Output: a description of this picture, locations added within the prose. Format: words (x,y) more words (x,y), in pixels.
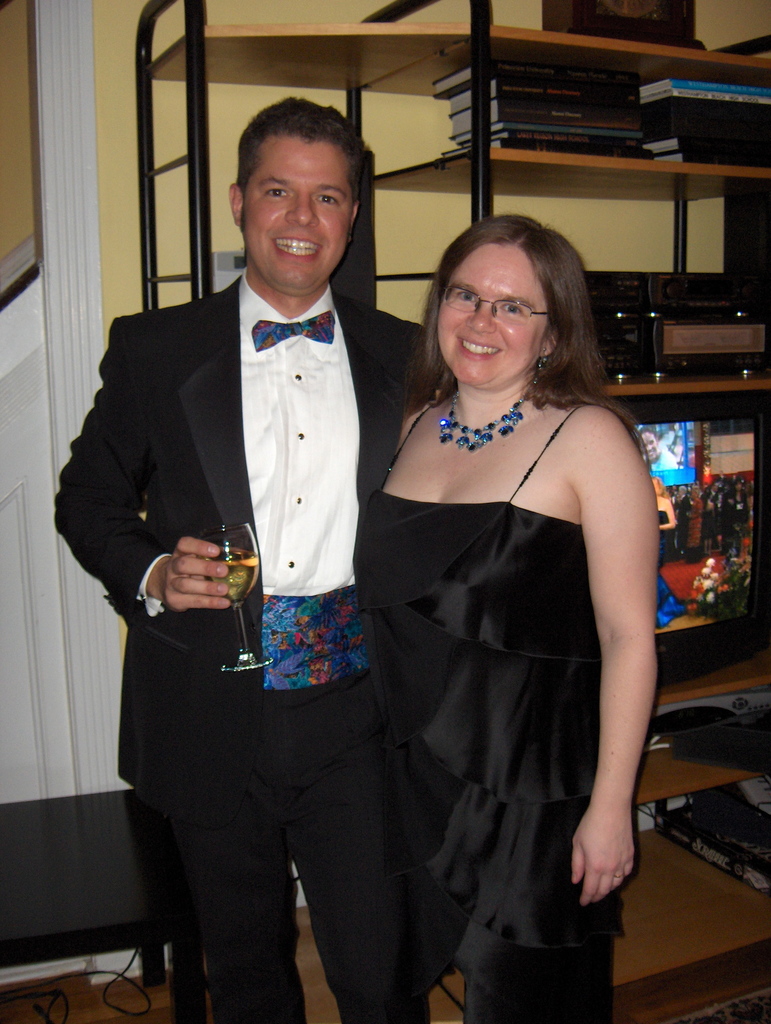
There are two persons (477,836) standing on a floor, one person (328,926) is holding a glass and in the background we can see racks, books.
